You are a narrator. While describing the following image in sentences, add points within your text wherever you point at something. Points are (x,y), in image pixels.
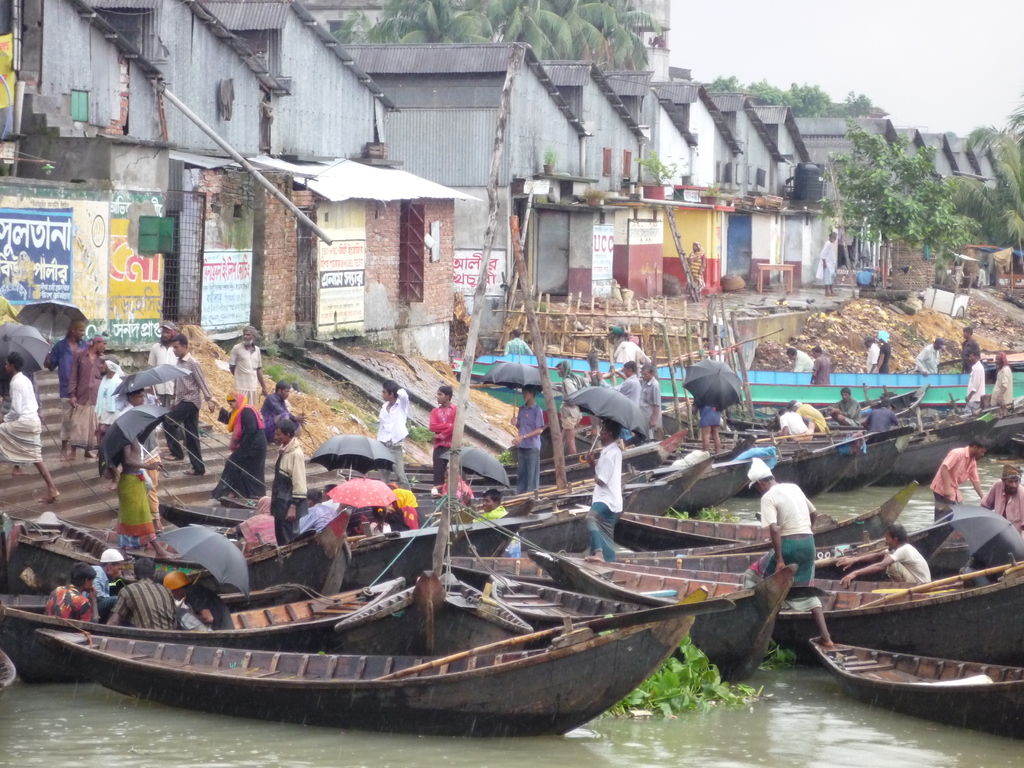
At the top of the image (581,200) we can see sky (698,41), trees (553,33), overhead tanks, sheds (287,155) and advertisements (474,259) on the walls (278,264). At the bottom of the image (293,518) we can see persons (227,496) standing on stairs (213,474) and boats (487,605) by holding umbrellas (702,397) in their hands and some are sitting on the boats (471,563) above the water (34,730).
